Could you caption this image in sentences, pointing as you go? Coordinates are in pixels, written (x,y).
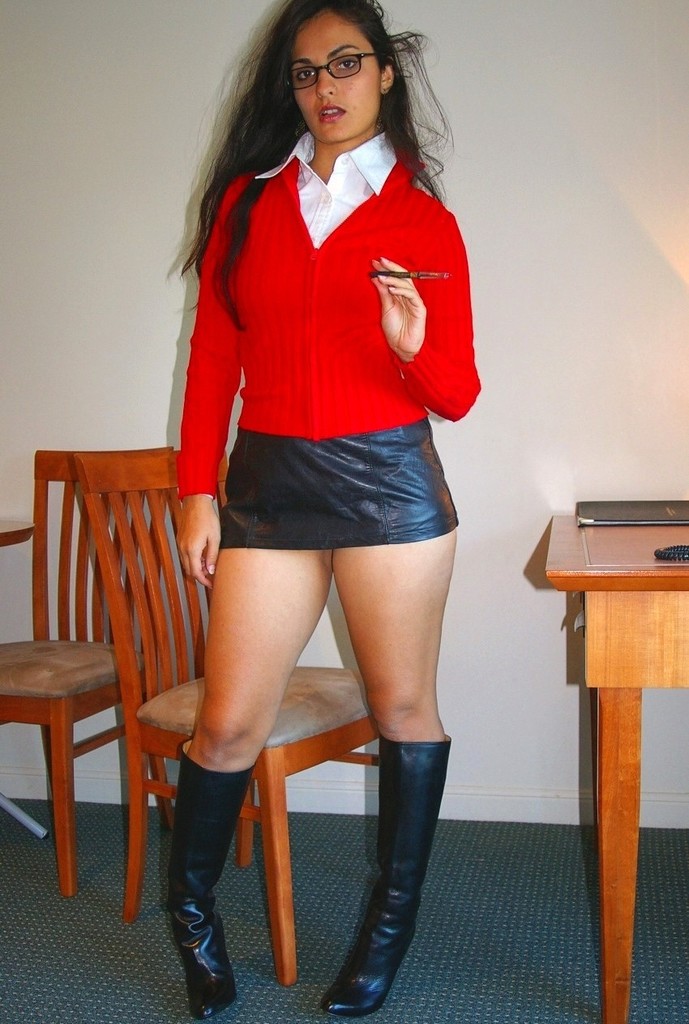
In the image a woman (427,341) is standing and holding a pen (375,274). Behind her there are some chairs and table (637,539), on the table (596,531) there are some books (588,521) and there is a wall (37,398).
